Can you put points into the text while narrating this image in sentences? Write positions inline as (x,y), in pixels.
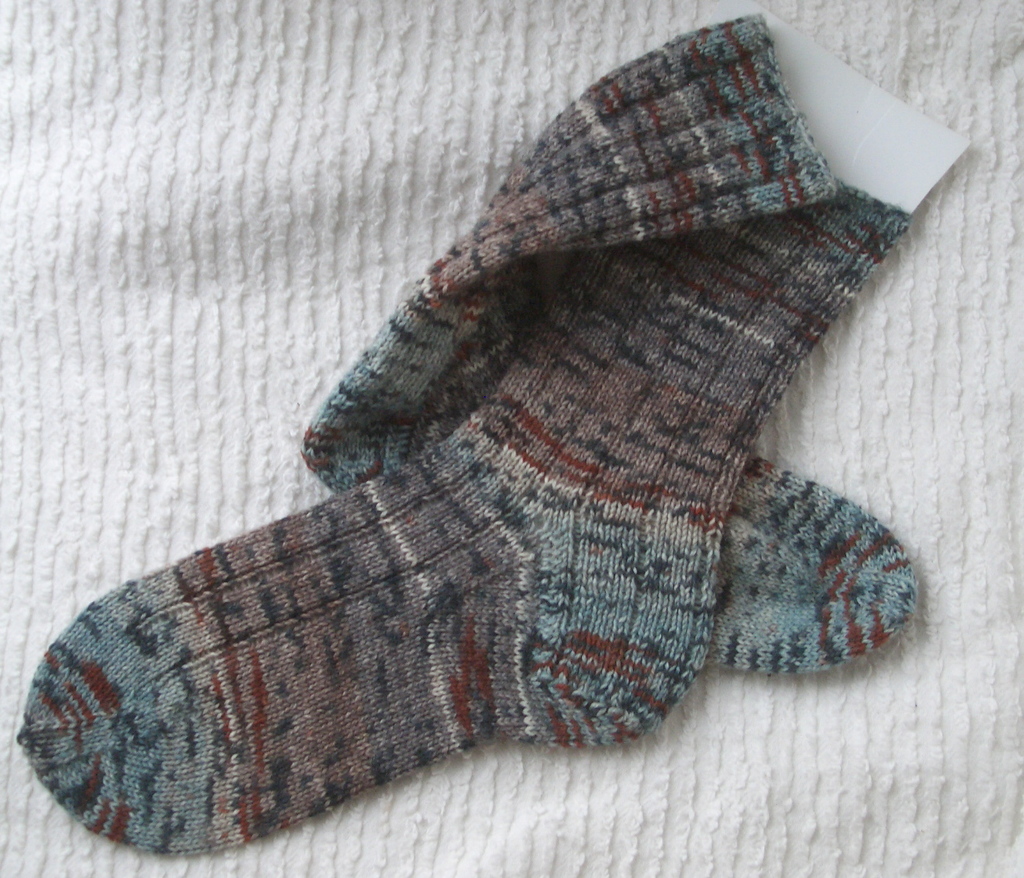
As we can see in the image there are socks (555,313) and white color cloth (174,440).
